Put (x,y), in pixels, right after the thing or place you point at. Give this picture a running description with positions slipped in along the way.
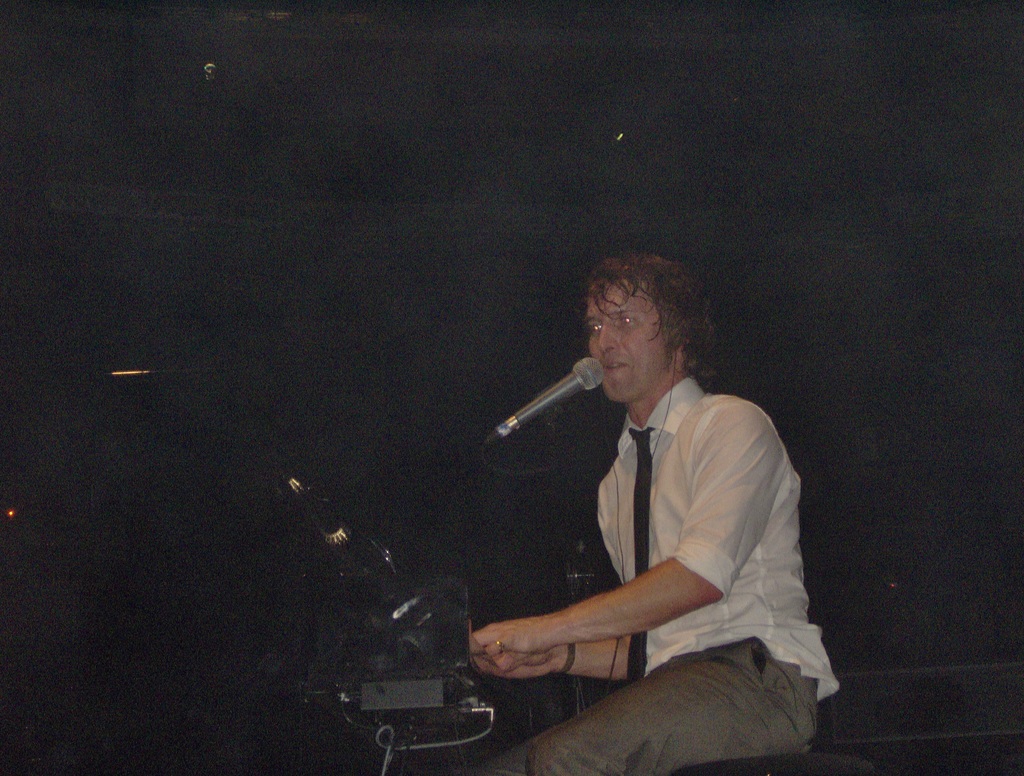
This is the man (726,711) sitting on the stool (772,766). This is the mike (561,390). He wore a white shirt (669,478), tie (642,564) and trouser (686,689). I can see a black color object (420,606). The background (338,65) looks dark.
